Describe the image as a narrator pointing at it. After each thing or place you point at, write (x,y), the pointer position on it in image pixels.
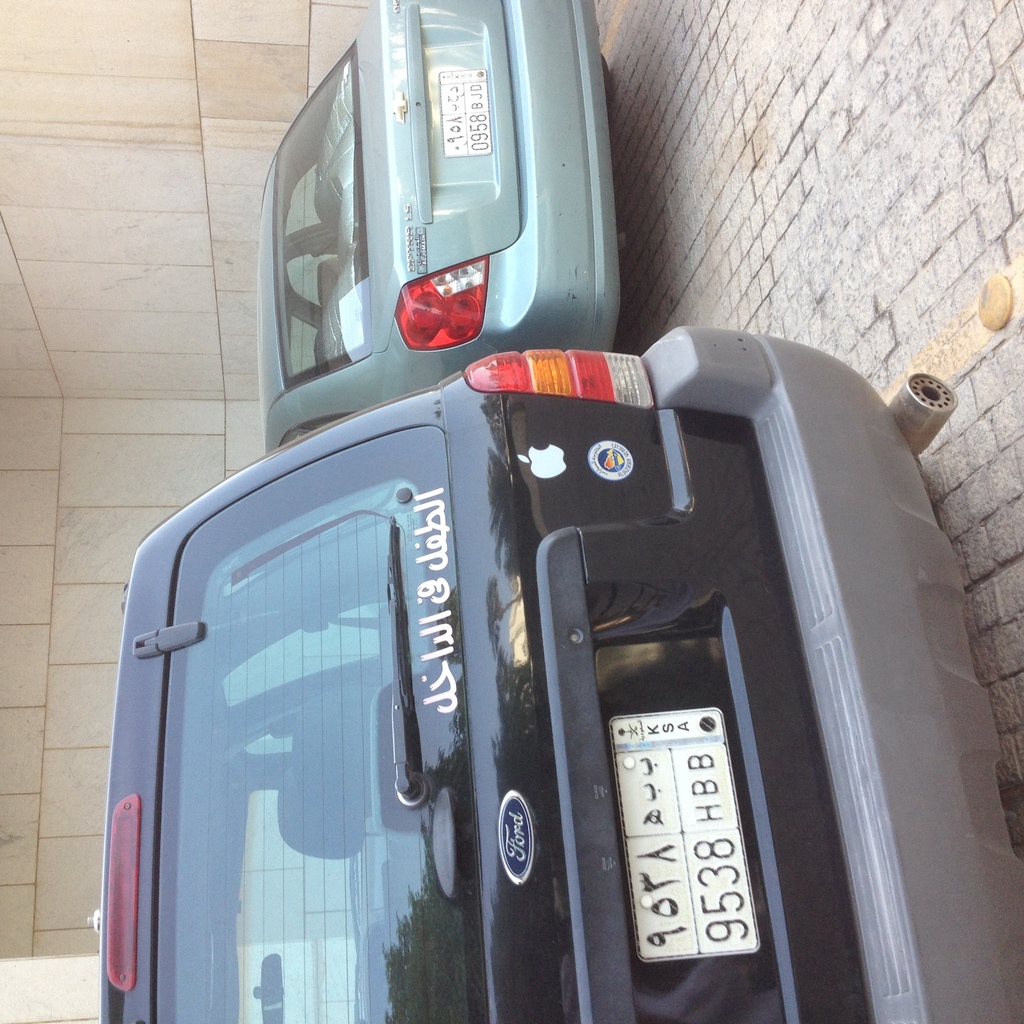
In this picture we can see two cars (278,616) on the path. There is some text (437,547), logos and a registration plate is visible on the black car (433,778). We can see another car (332,216) and a registration plate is seen on this car (286,222). There is a wall (104,618) visible on the ground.
